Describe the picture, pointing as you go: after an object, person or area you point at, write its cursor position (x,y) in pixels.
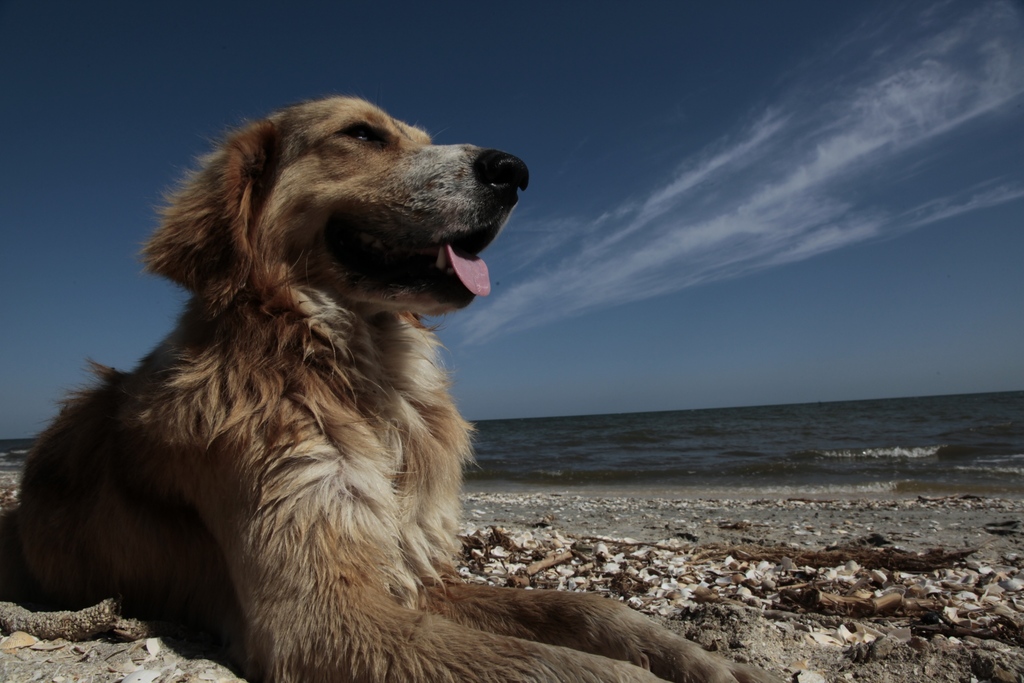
In this image I can see a dog (359,239) in the foreground (395,362) in front of the sea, at the top (471,52) I can see the sky (496,63).
